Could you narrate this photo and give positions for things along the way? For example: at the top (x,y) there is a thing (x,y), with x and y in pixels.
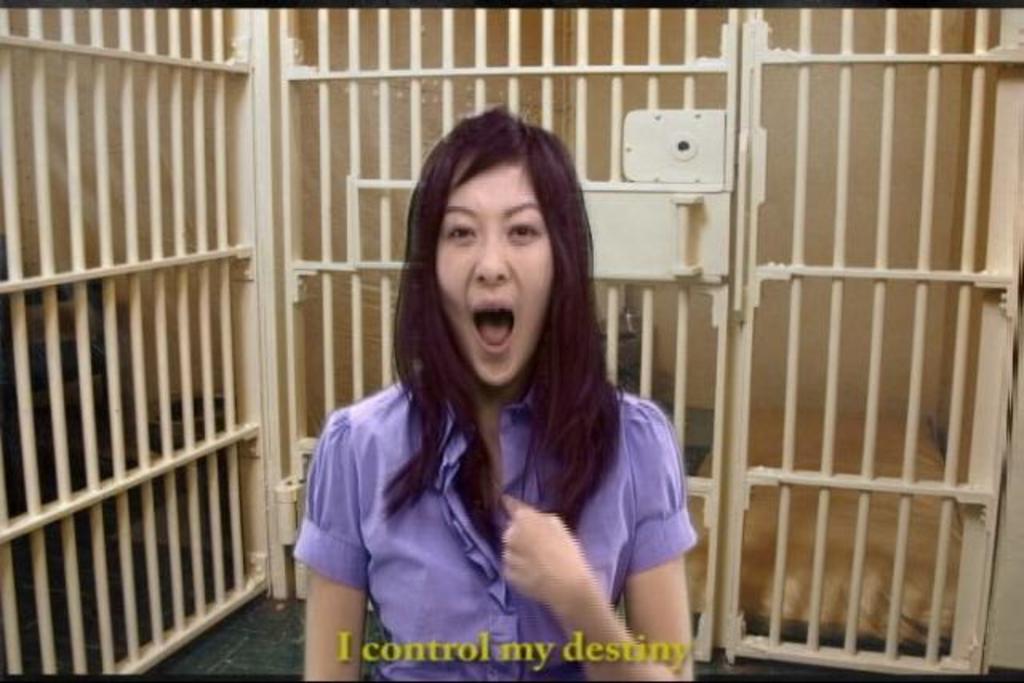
In the center of the image (535,388) we can see a lady (535,575). In the background (138,471) we can see grills (734,208) and a wall (816,205). At the bottom (391,649) there is text (521,649).
